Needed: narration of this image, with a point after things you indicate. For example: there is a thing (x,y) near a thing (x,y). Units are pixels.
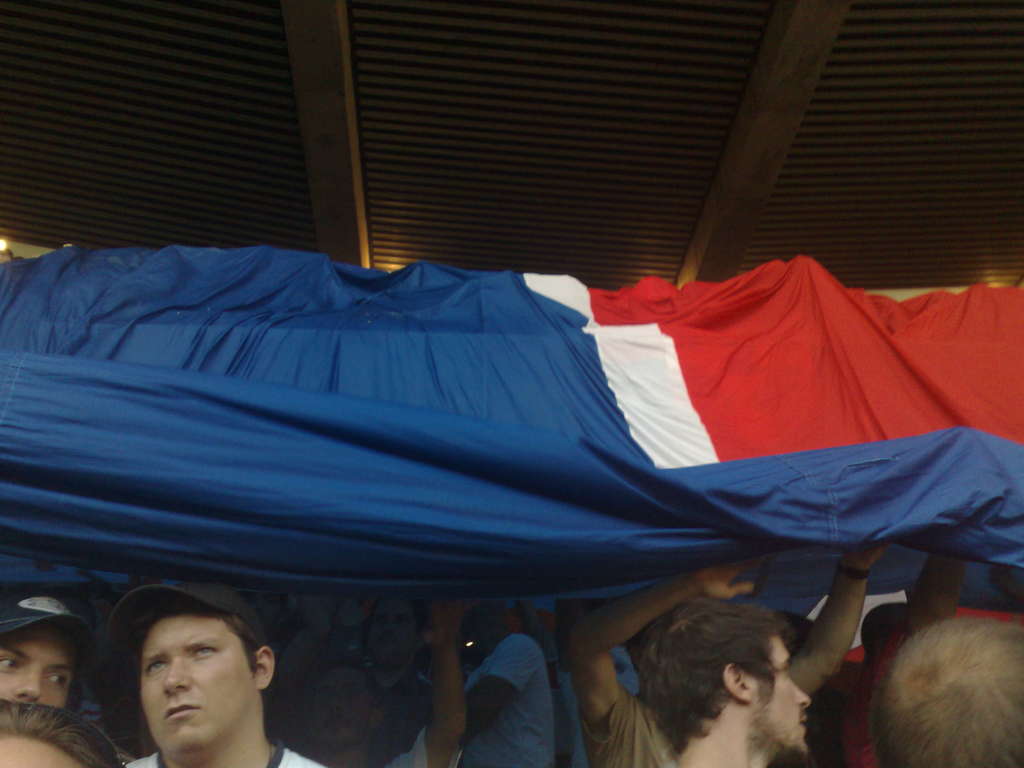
In the foreground of this image (742,682), there are people (469,694) holding flag (499,464). At the top (589,128), there is ceiling (439,137).
